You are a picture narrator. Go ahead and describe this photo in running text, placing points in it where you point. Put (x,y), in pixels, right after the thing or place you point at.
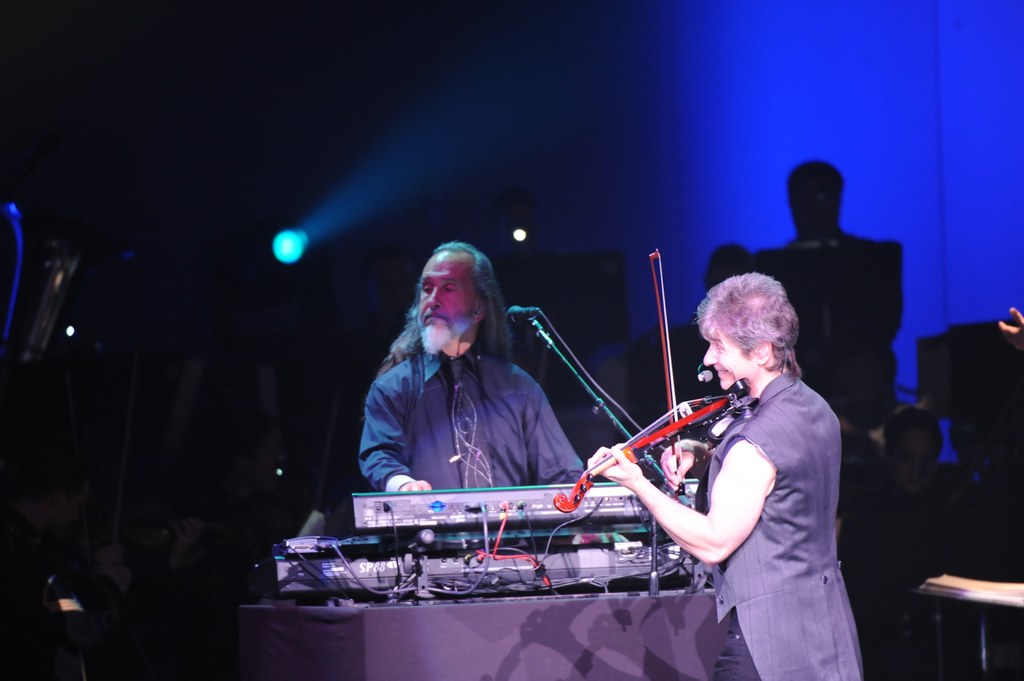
In this image in front (775,510) there are two people (773,497) playing musical instruments (674,565). Behind them there are a few other people (887,398). In the background of the image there are lights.
